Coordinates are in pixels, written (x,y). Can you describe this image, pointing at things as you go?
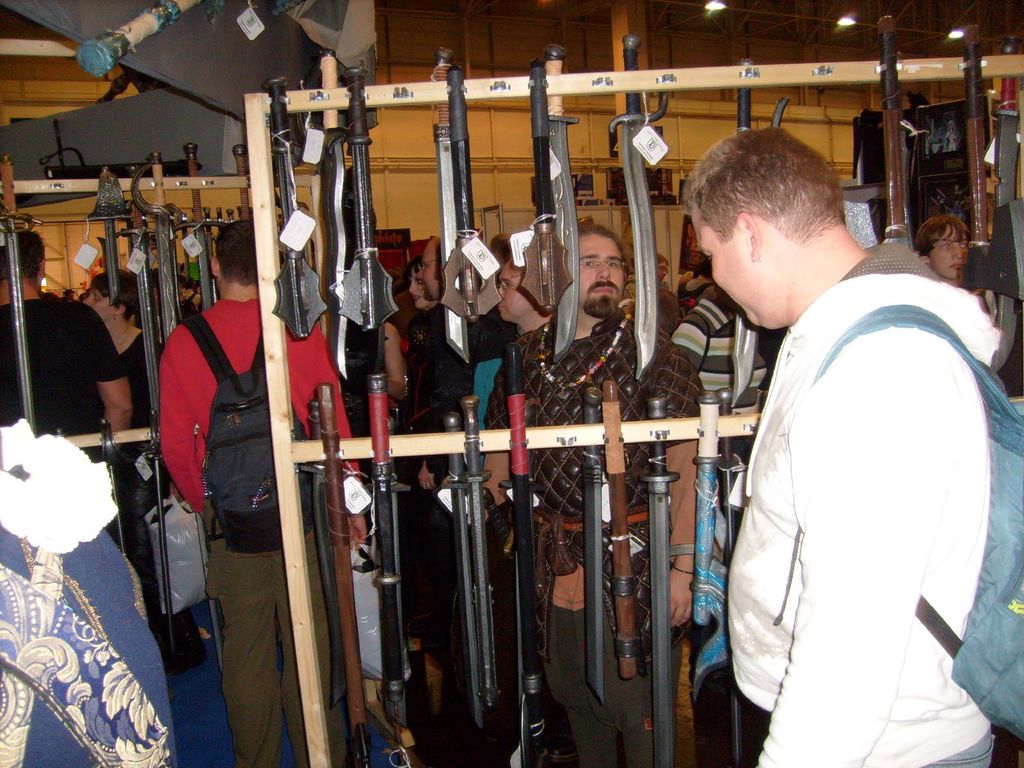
In this picture we can see a group of people (676,650) carrying bags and standing, swords (341,187) and in the background (390,128) we can see the wall (412,181).
